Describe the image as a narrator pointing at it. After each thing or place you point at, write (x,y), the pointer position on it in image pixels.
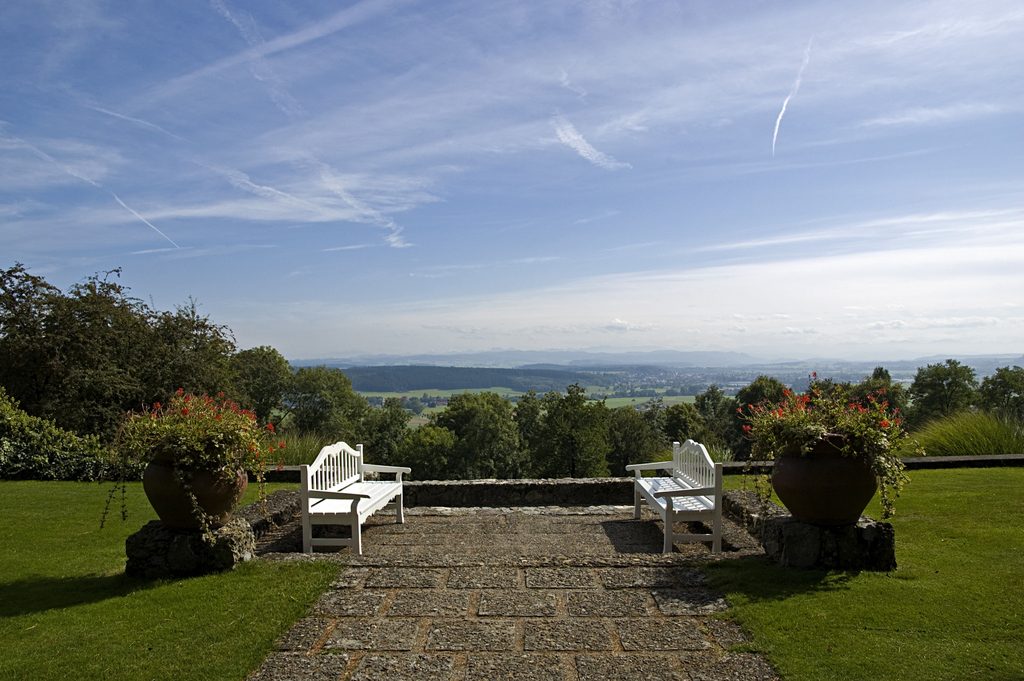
In this image i can see there are two bench (692,501), two flower pots (178,480) and trees (241,377). We also have a blue sky (419,234).
